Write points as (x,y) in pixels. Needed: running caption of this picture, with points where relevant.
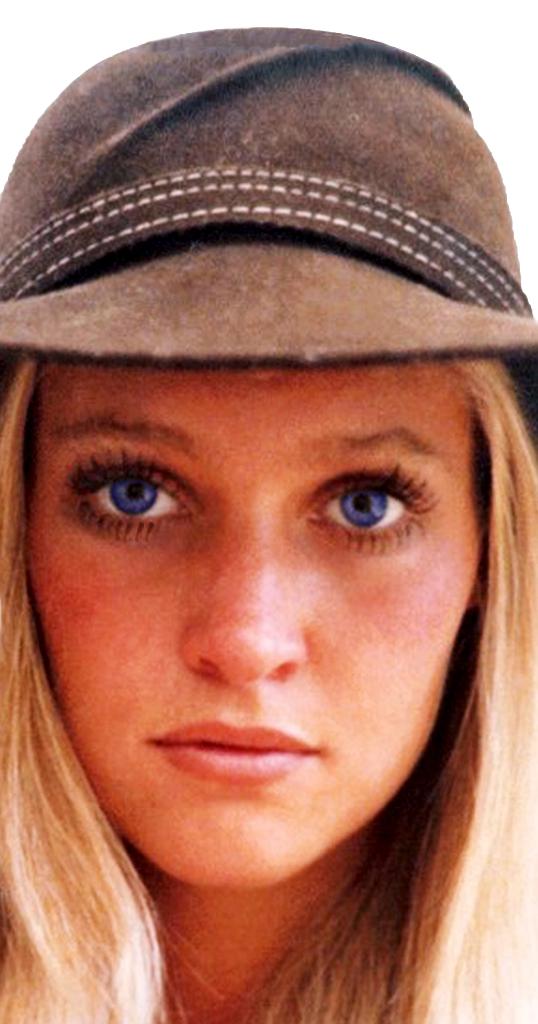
In this image I can see a woman (297,453) wearing a cap (347,256).
